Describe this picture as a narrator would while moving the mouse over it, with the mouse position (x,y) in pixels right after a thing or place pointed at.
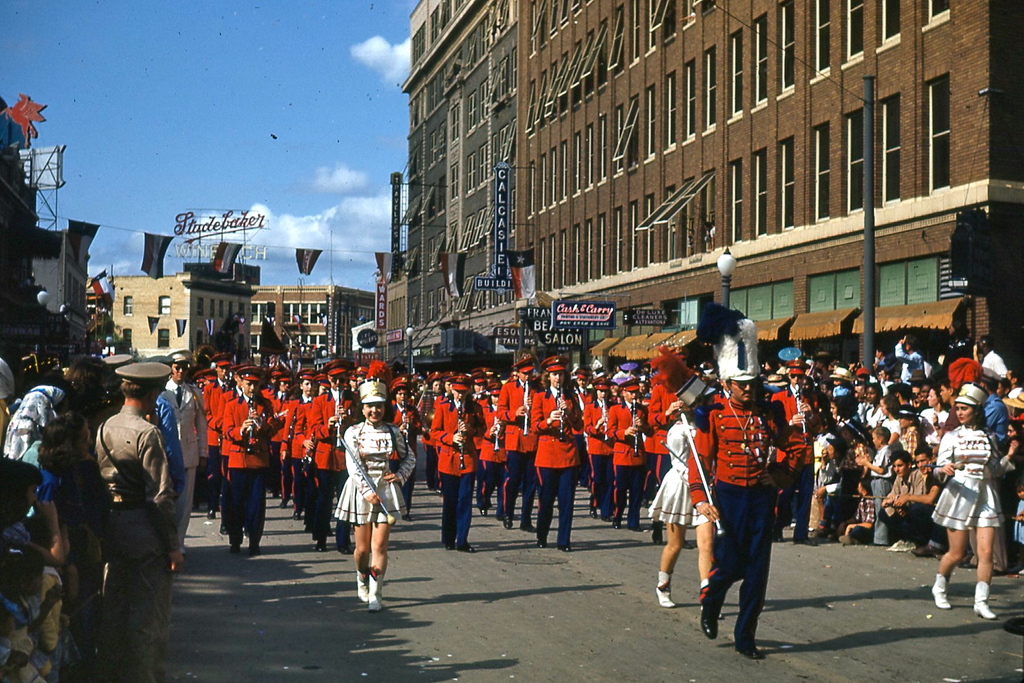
In the foreground of this image (548,559), there are many people (532,412) standing and walking on the road (438,500). Few are holding sticks (369,480) and few are playing clarinets (498,437). In the background (651,195), there are buildings (406,292), boards (225,231), flags (227,246), sky (295,53) and the cloud (389,60).
